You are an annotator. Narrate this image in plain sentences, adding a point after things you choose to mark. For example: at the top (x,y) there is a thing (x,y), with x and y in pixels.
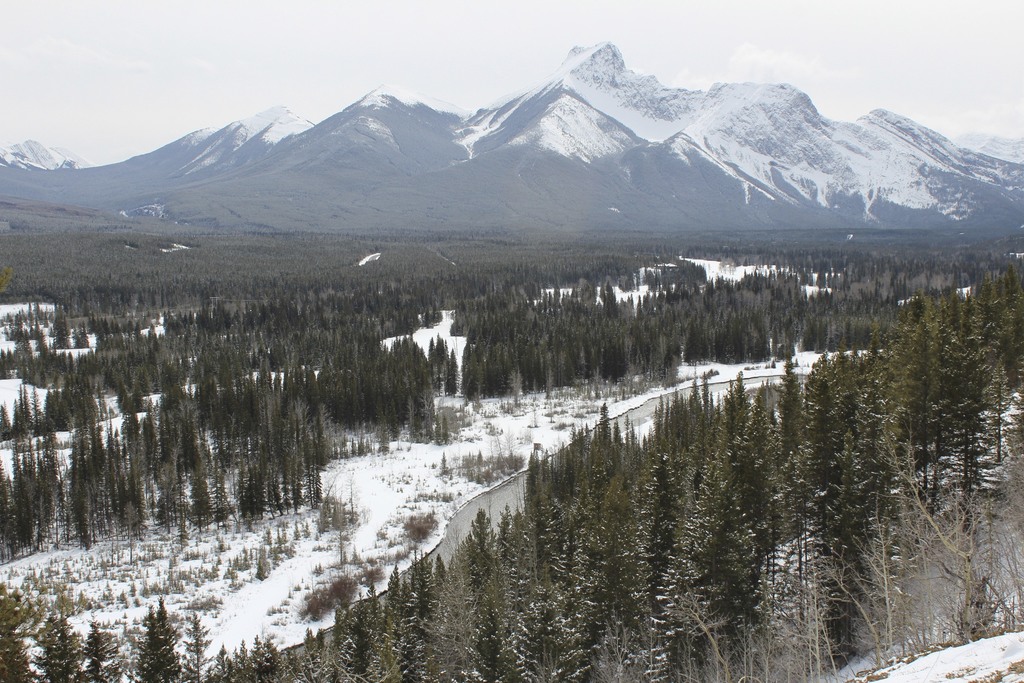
Here we can see trees (285,463) and snow (292,508). Background (7,137) we can see mountain (591,128) and sky (703,60).
